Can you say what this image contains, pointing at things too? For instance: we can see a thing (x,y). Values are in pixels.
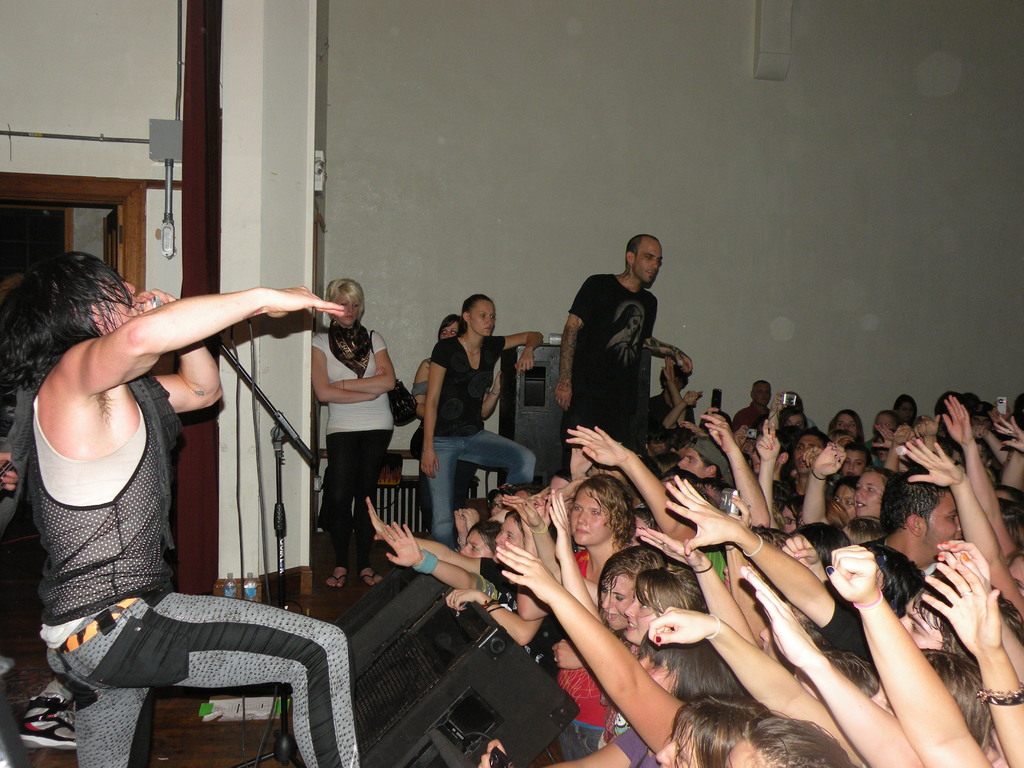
In this image I can see a man (20,386) standing and holding a microphone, in-front of him there are so many other people (947,488) standing.
